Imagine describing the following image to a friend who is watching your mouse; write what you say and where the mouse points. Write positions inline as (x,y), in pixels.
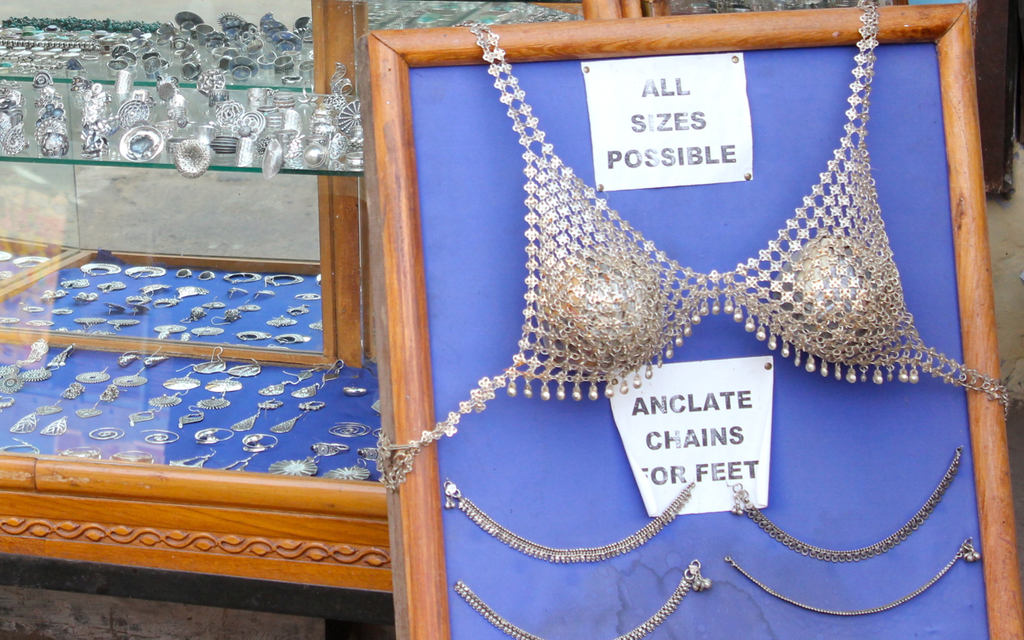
In this picture we can see few ornaments (349,104), and we can find few papers (706,145) on the board (643,232), and also we can see glass (225,159) and table (183,406).
